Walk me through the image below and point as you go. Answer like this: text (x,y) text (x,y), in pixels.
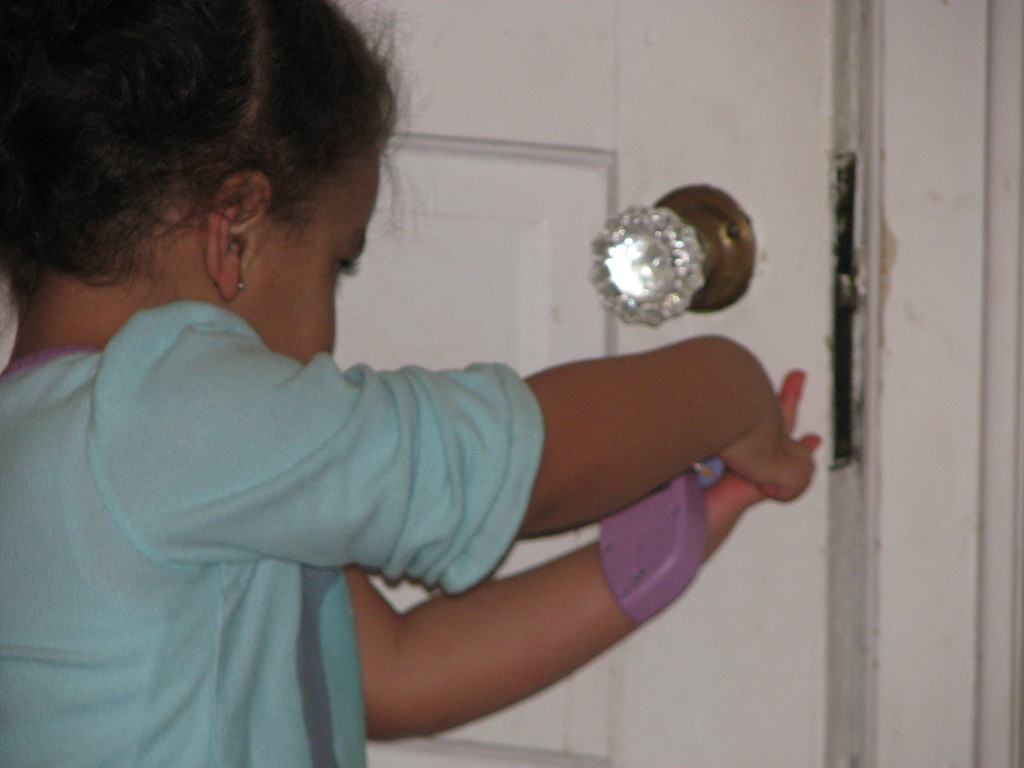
In this picture we can see a girl (284,190) standing at the door (577,165) holding something (643,502) in her hand (712,537) and her hands (717,520) are below the door handle (648,273). This girl (216,294) she wore a blue color T-Shirt (158,527) and some small ear rings (236,286) to her ear (237,242).
